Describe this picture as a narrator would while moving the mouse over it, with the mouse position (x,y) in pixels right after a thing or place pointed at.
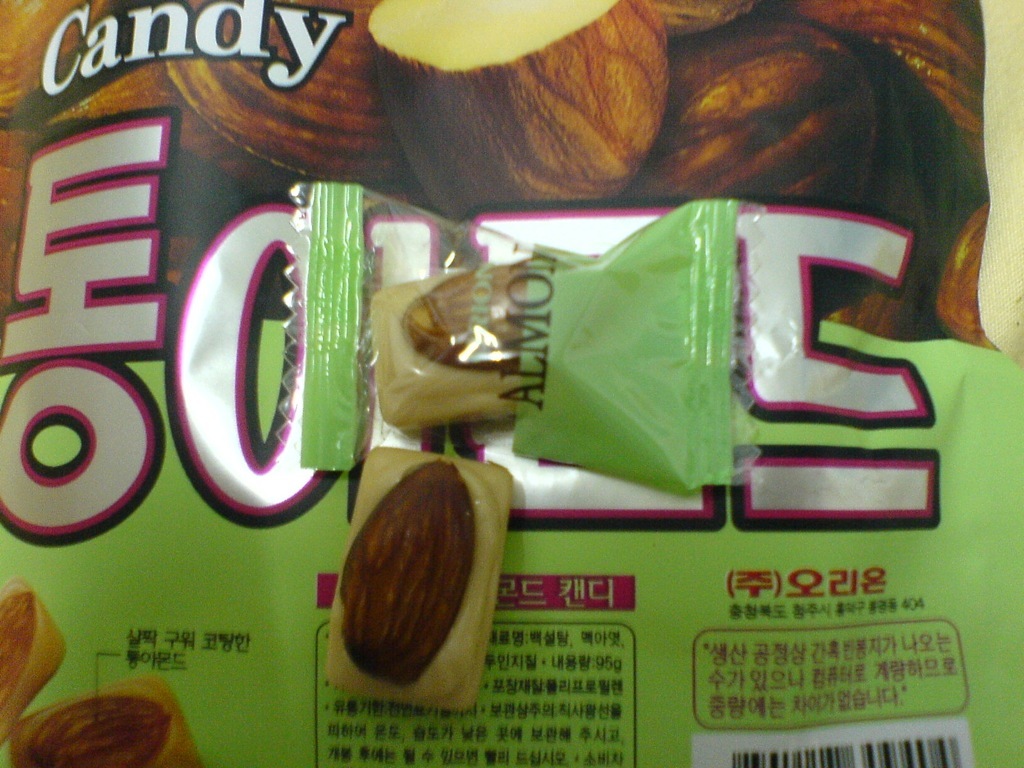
In this image, we can see a cover (698,166) with some pictures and text (389,706) written on it.
